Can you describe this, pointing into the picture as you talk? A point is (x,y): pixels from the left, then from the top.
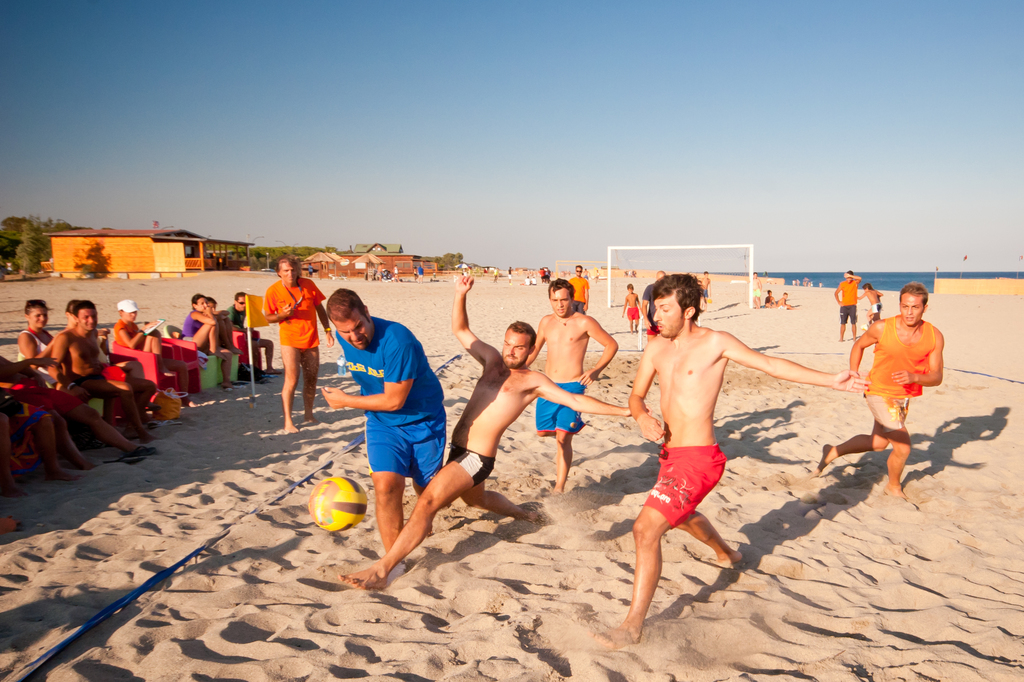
In this image we can see people (562,404) playing a game. At the bottom (327,490) there is a ball (337,501) and we can see people (60,333) sitting. In the background (706,261) there is a net (673,267), sheds (404,267), trees (18,242) and sky (466,124). On the right (903,272) there is water (887,276). At the bottom (837,624) there is sand (425,643).
